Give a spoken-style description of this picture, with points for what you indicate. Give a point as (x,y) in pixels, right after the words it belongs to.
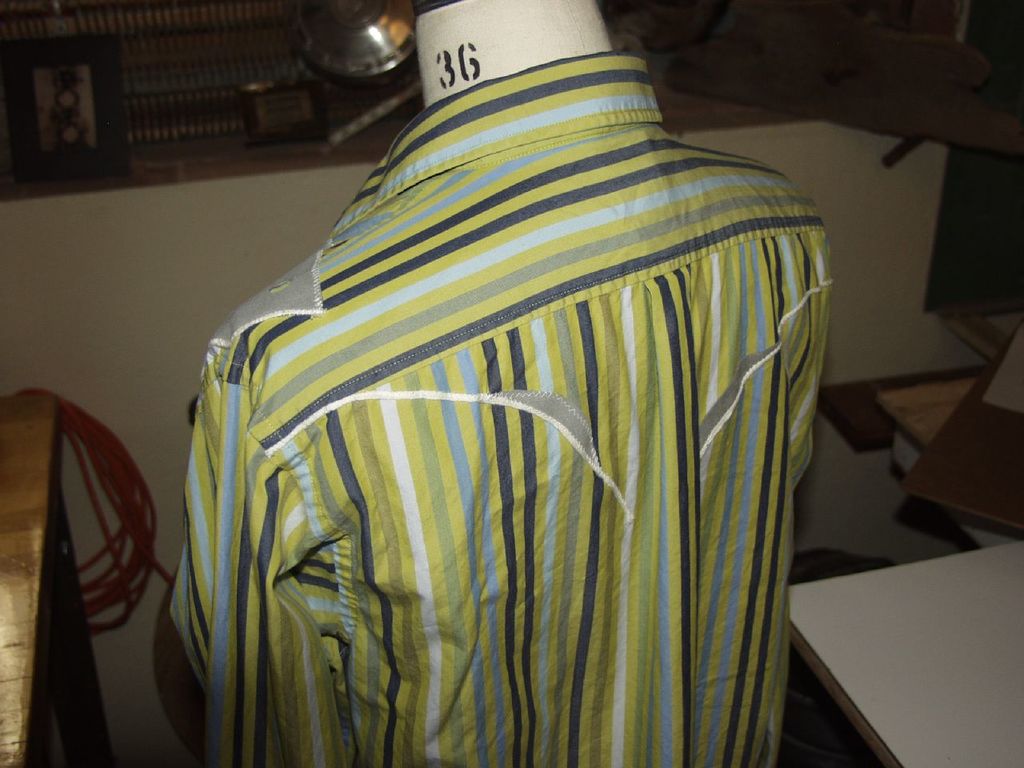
In this image at front (545,220) there is a shirt (447,383). Beside the shirt (558,214) there is a table (847,627) and on top of the table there are few objects (960,471). In back of the shirt (207,562) there is a pipe (134,499). At the back side (171,161) there is a shelf (249,159) and on top of it there is a photo frame (97,138) and few other objects (345,58) placed on the shelf (196,171).
